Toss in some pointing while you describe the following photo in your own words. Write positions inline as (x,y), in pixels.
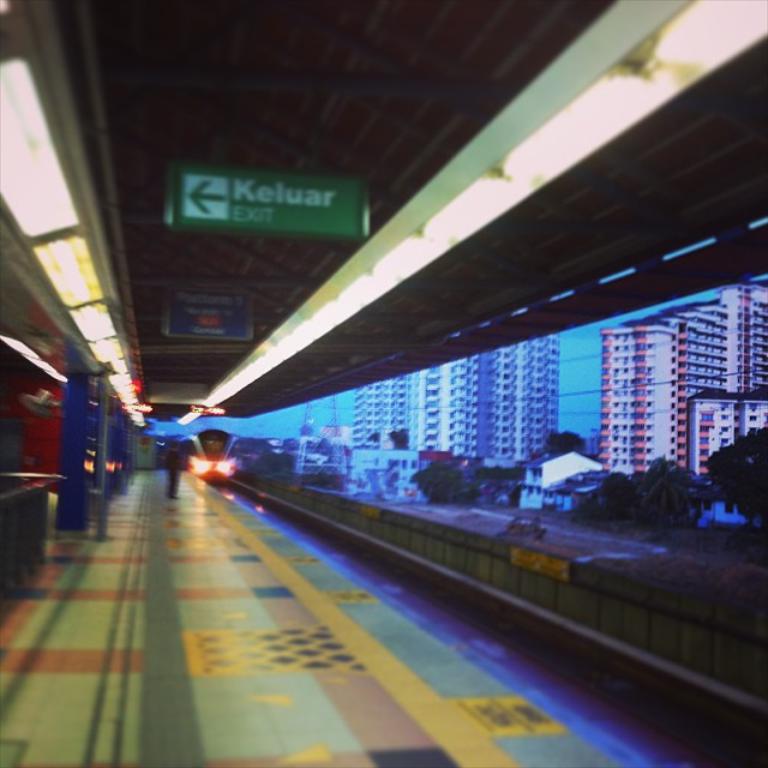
In the picture we can see a railway station shed (702,134) and a platform (321,570) and besides, we can see a train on the track (463,620) and besides we can see some trees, buildings (533,390) and sky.
